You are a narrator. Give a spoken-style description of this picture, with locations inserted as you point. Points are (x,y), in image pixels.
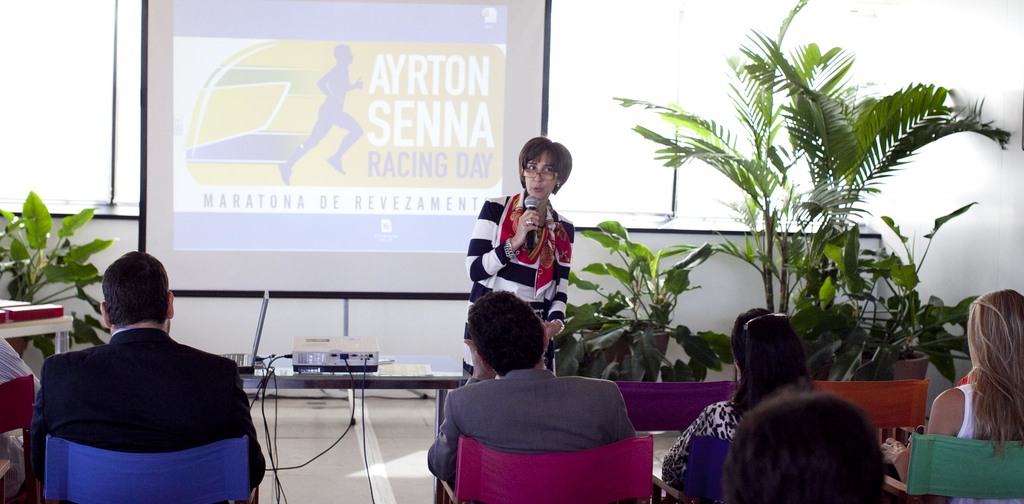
In the image we can see there are people (784,386) who are sitting on chair (992,467) and there is a woman (511,244) standing and holding mic (532,239) in her hand (523,217) and on the table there is a projector (297,346).
